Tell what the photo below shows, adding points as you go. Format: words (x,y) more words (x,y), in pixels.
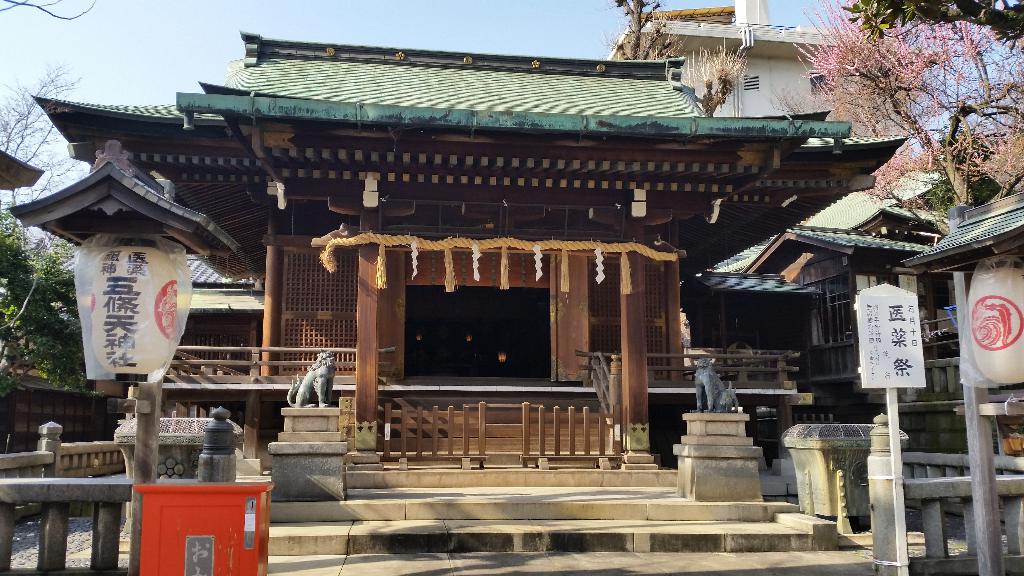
In this image, I think this is a temple (489,183). I can see two sculptures (330,405) on the stone blocks (704,416). This looks like a wooden fence (420,453). These are the wooden pillars (360,397). I think these are the lamps (171,327). This looks like a board (896,330), which is attached to a pole (903,575). I can see the stairs (498,502). On the right side of the image (876,258), I think these are the houses (903,226). I can see the trees (919,67). This is the sky (219,32).
